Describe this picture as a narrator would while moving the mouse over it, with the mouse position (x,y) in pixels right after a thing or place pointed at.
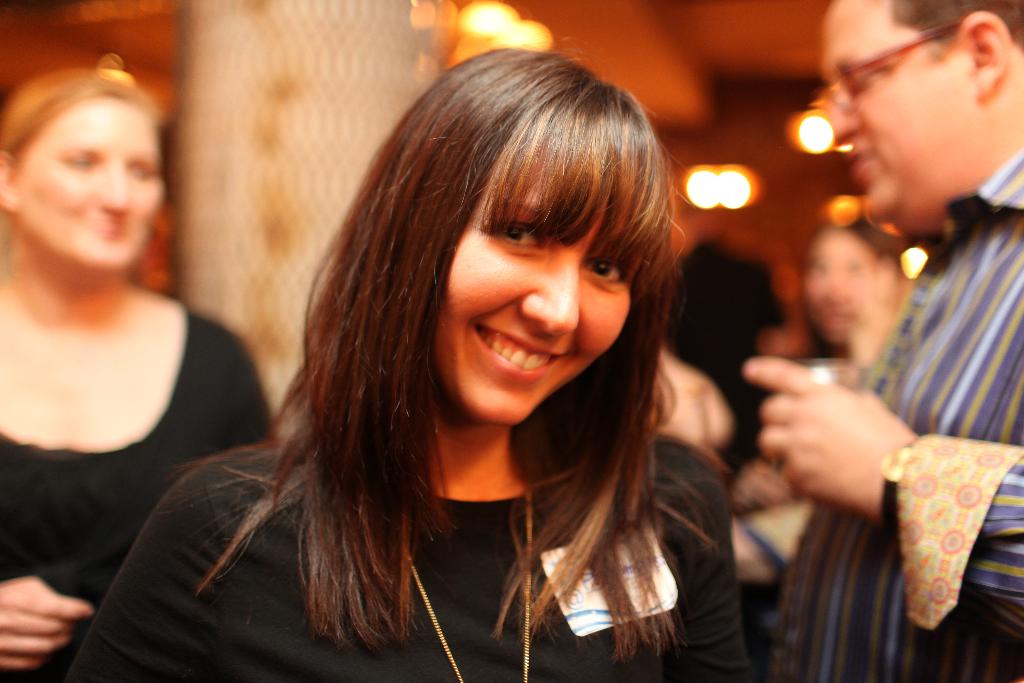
This image consists of some people (653,335). There are men (1005,386) and women (552,445). In the front (519,325) there is a woman (432,501). She is smiling. She is wearing black dress (434,560). There are lights (481,26) at the top (498,34).
